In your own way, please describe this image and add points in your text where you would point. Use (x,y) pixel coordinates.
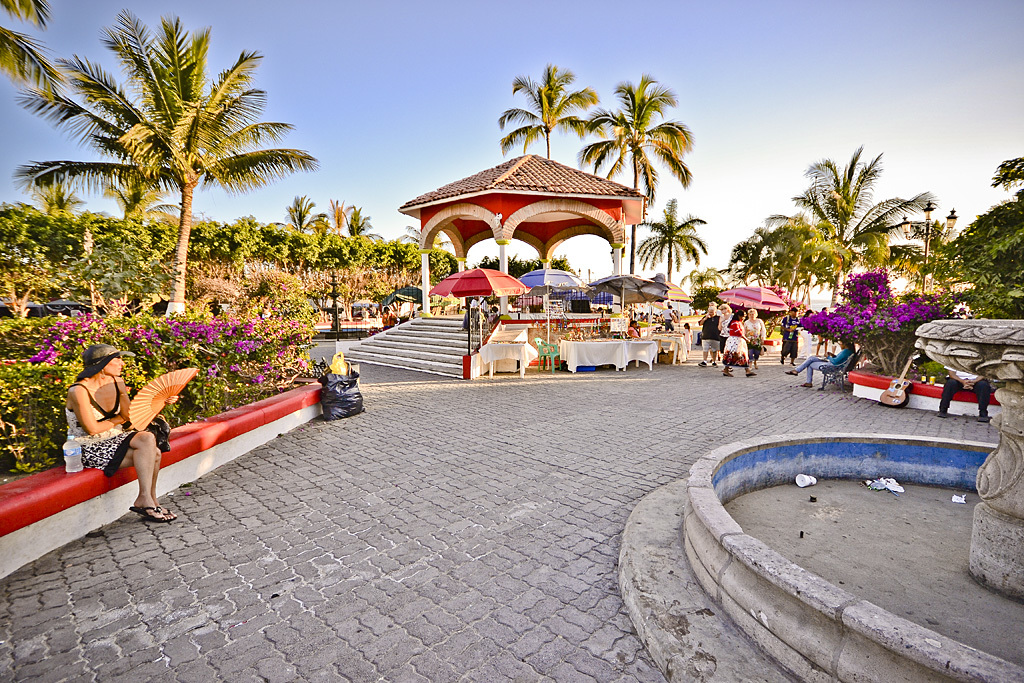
In this image we can able to see a blue sky (587,49), and there are lot of trees (445,253) here, and there is a person (114,444) sitting and holding an object (146,389), and there are some bushes (179,341) and some flowers (215,337) on it, there is a trash bag (329,397), there is a fountain (827,482) over here, and there are persons (758,341) walking here, and there are umbrellas (681,301) over here, there is a table (649,361), and there is a gazebo (414,213), and there is a stair case (445,357), and there is a flower plant (867,328) over here, there is a guitar (903,391) here.
